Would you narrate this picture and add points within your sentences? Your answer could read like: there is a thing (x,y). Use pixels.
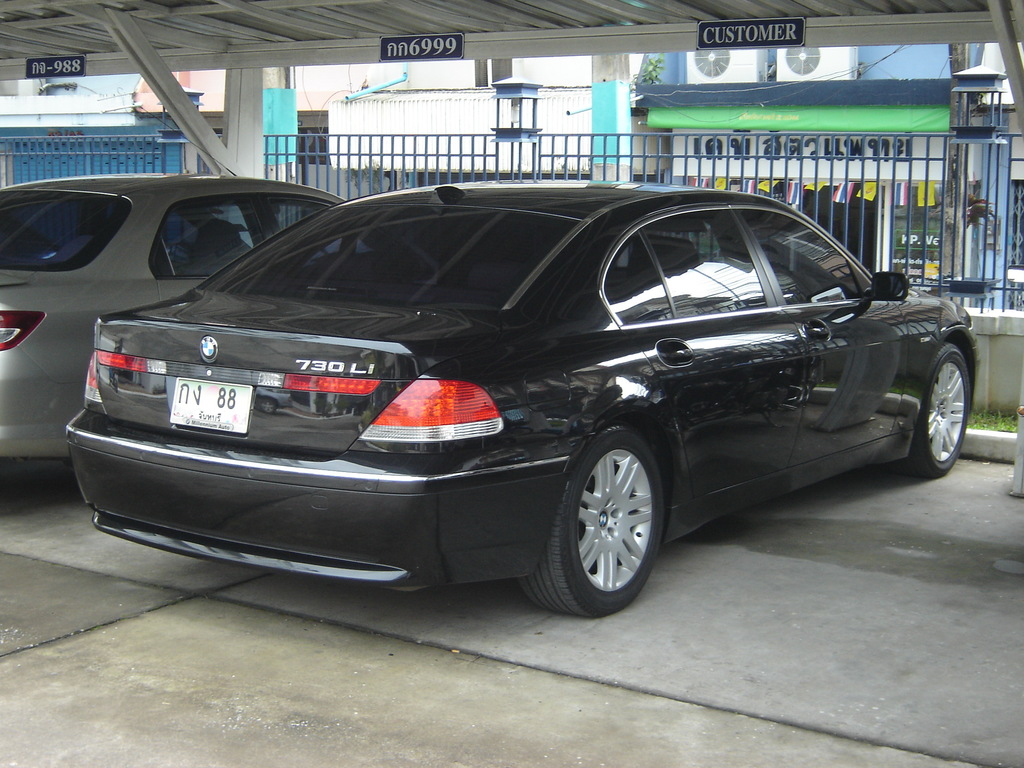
In the image there are two cars (203,261) and behind the cars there is a metal fence (466,142), behind that there is a store (668,92).
